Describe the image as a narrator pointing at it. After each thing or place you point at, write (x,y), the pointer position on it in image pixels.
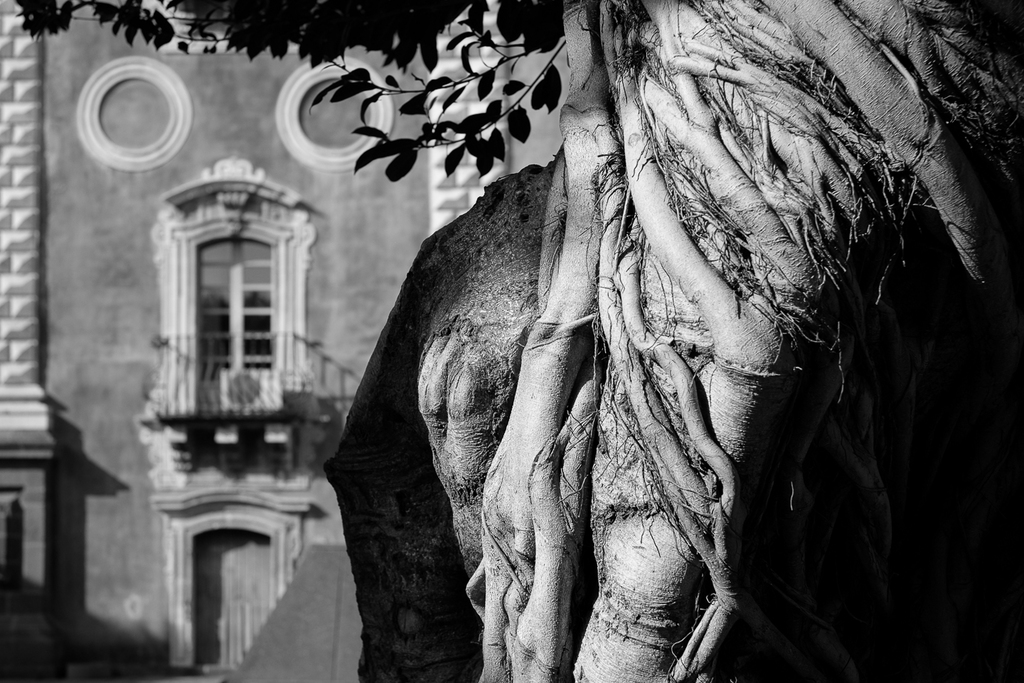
This is a black and white image. This is a tree (648,453) with branches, leaves (431,36) and roots (707,498). In the background (269,257), I can see a building (120,223) with the window (237,286) and a door (226,560).
